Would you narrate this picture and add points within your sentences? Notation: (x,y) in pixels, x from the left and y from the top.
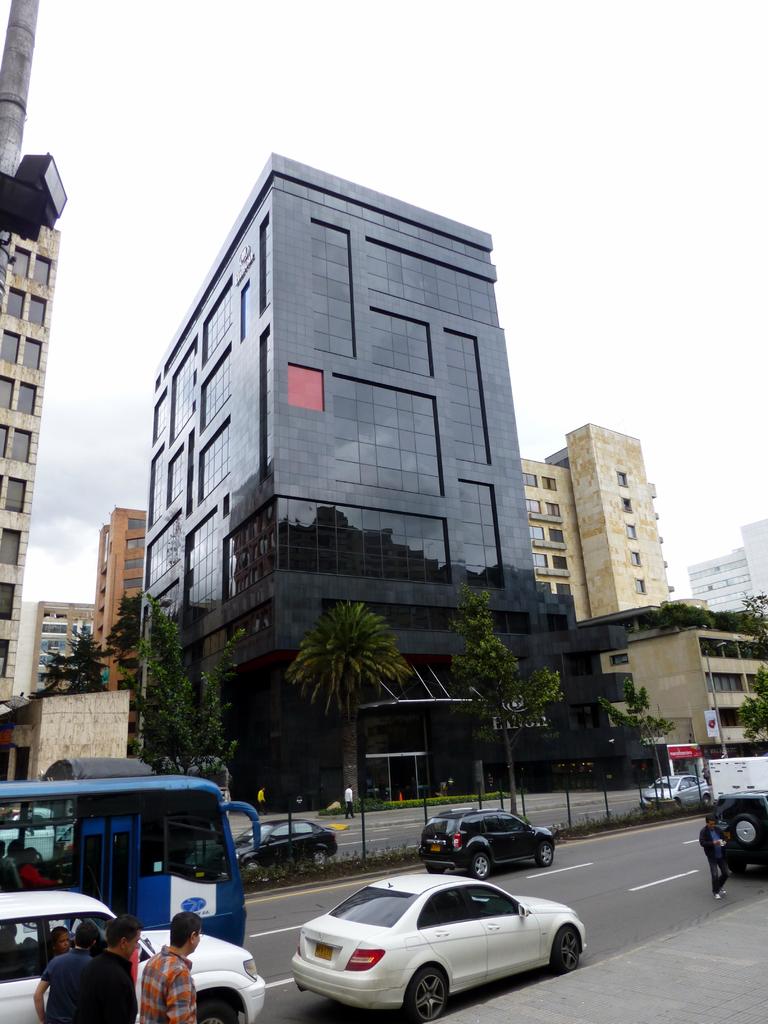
In this image we can see some buildings (291,499), trees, there are some vehicles (416,936) on the road (333,893), there are a few people (67,933), poles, windows (748,683), sign board (503,712), also we can see the sky (596,80).
